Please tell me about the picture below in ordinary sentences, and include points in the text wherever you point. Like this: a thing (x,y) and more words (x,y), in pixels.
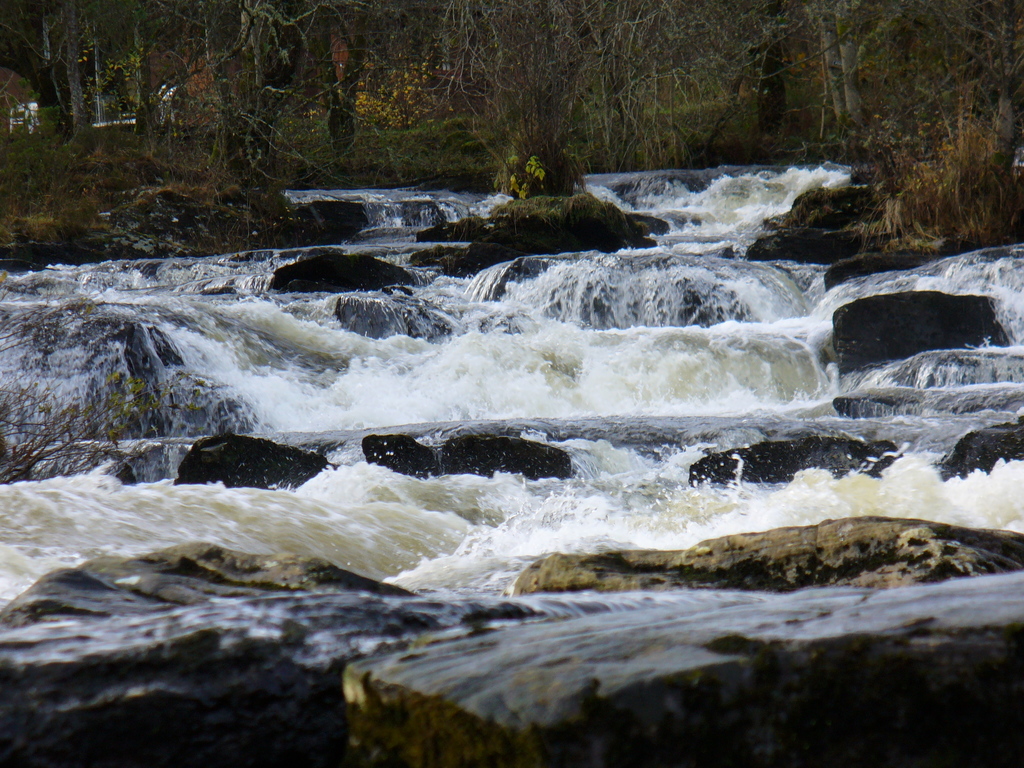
In this image we can see flowing water (421,425), there are some rocks (367,445) and in the background (391,18) we can see some trees (280,113).
